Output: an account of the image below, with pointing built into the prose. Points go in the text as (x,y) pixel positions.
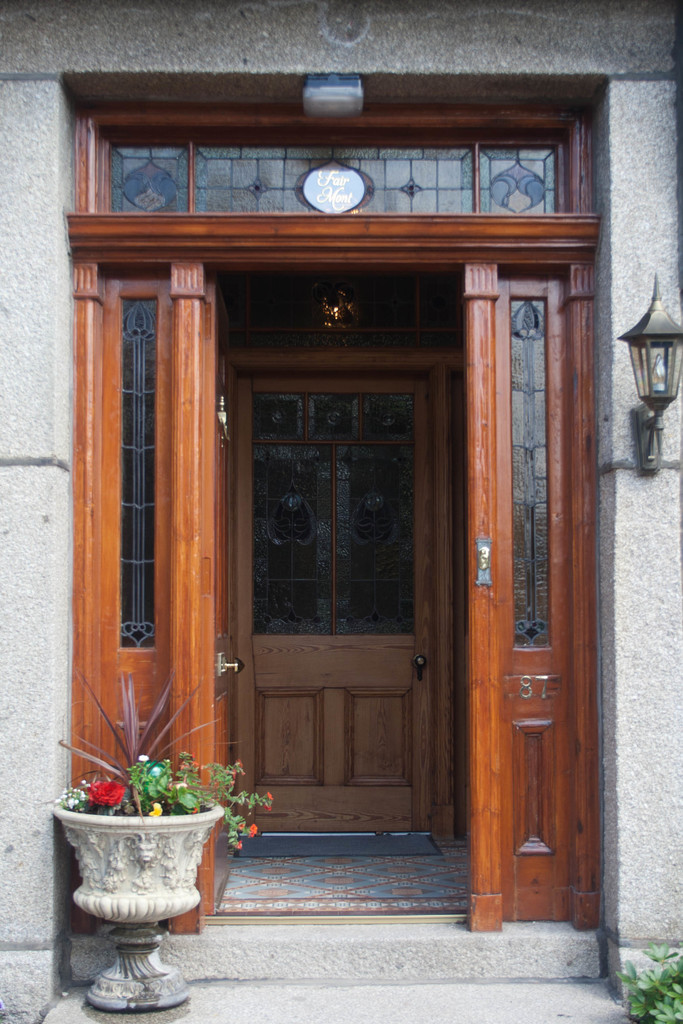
In this picture we can see flowers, plants (172,800), pot (133,881) and doors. We can see light (649,461) attached to the wall (650,521) and mat (386,842) on the floor (393,877).
